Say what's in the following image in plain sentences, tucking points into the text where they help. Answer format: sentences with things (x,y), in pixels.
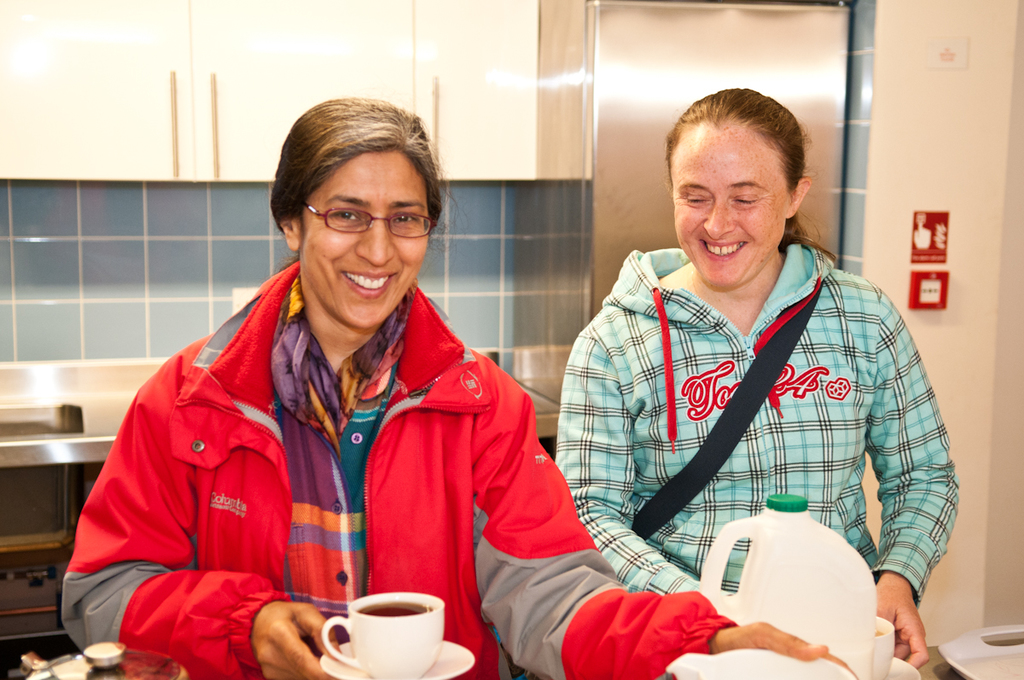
In this picture there are two ladies (392,393) in red and blue jackets (435,360) and holding the cup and behind them there is a shelf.
